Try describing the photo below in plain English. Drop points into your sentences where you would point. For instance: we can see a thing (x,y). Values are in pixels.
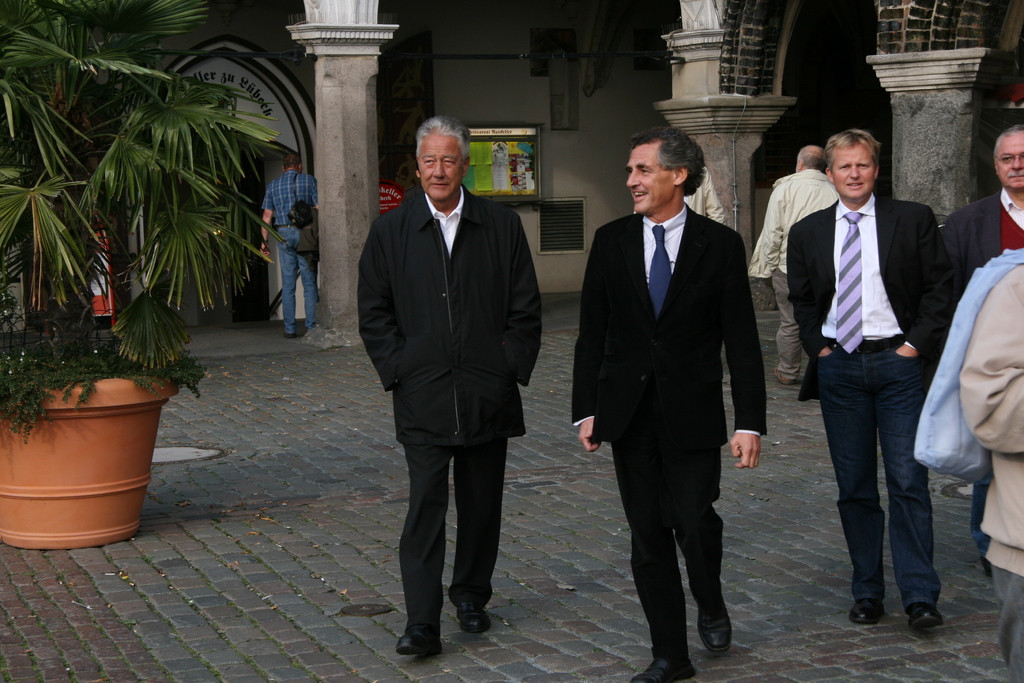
In this image, there are a few people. We can also see the ground (229,510). We can also see some plants (71,349) in a pot (90,405) on the left (132,438). There are a few pillars (315,24). We can also see an arch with some text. We can also see a board (520,133). We can see the wall (635,63).
